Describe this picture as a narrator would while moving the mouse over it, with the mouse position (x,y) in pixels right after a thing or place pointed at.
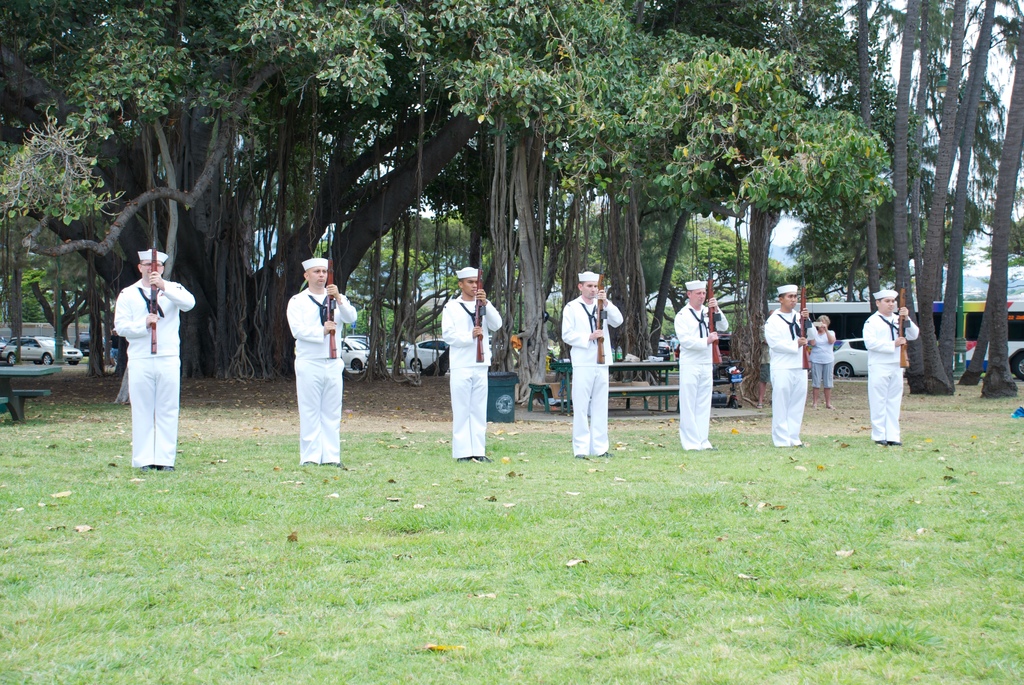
In this picture I can see few people (171,387) standing on the grass (255,460) and holding guns (480,346), side there are few people (829,366) standing and taking pictures and also some benches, some objects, behind I can see some vehicles (1,352) on the road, trees (99,360) and buildings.
